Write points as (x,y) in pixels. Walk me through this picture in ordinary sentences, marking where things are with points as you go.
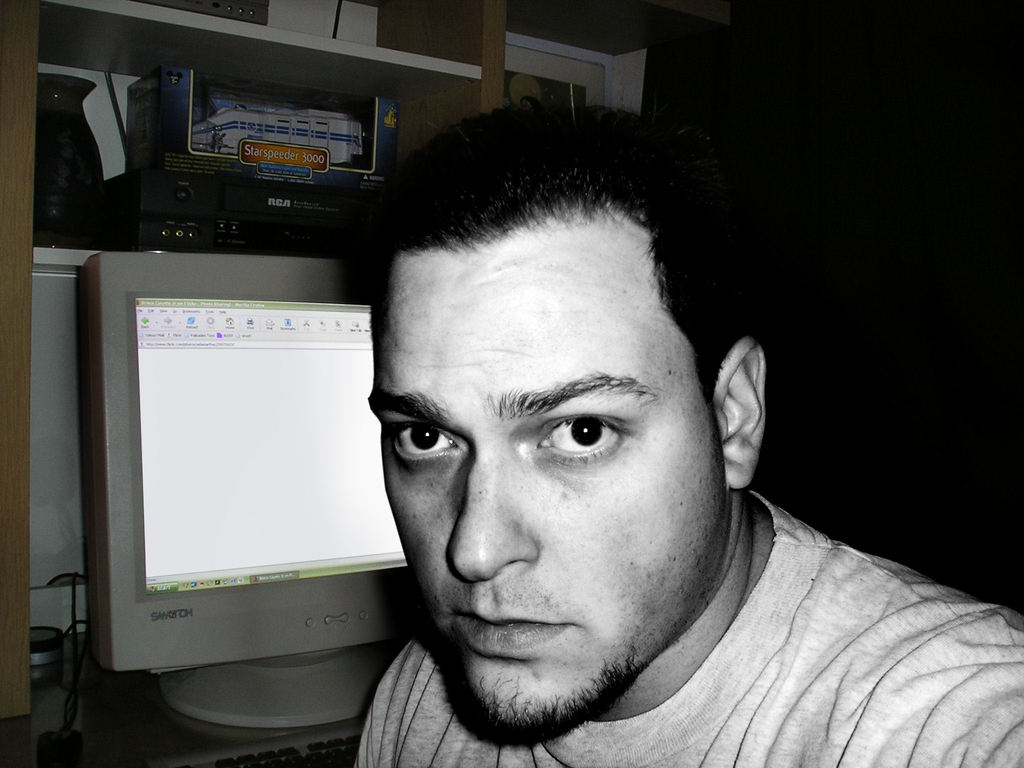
It is a partly black and white image. In this image we can see a man (547,490) and in the background (300,148) we can see the monitor (227,515), keyboard (300,746) and we can also see the rack (257,46) with the vase (62,163) and also an object (259,128).
